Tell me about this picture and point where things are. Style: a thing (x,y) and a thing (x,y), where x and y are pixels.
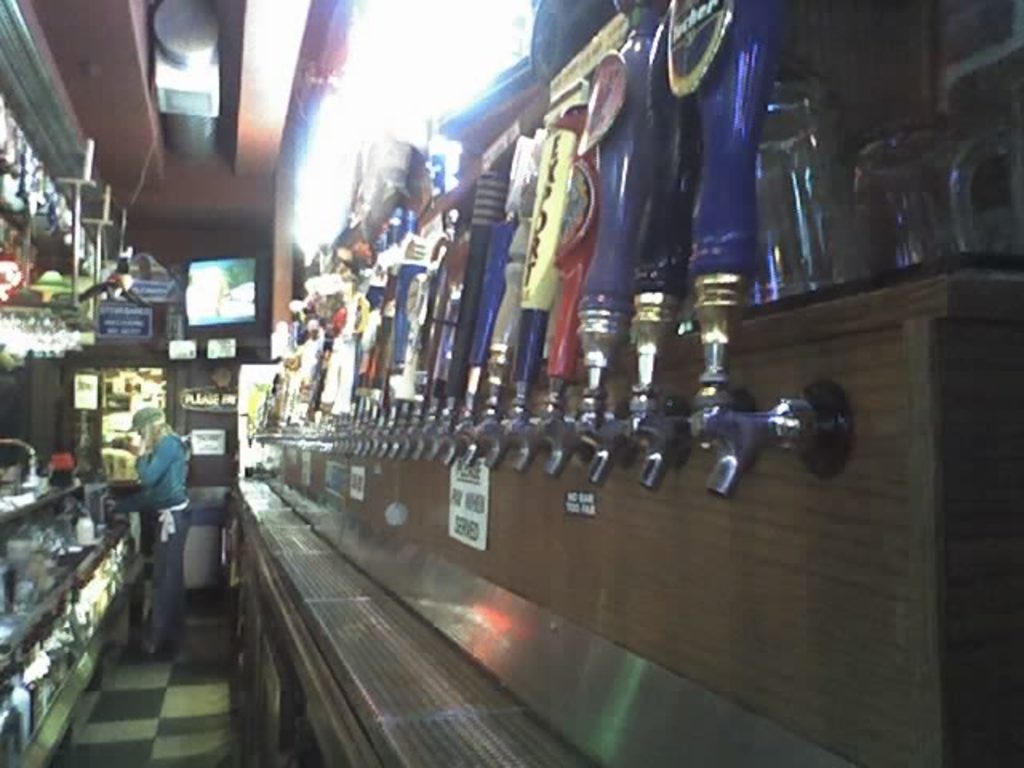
In this image there is a woman (173,604) standing on the floor (142,730), on either side the women (170,581) there are shelves (329,542) in that shelves (284,537) there are some objects (430,429), in the background (193,277) there is a monitor (206,282).
